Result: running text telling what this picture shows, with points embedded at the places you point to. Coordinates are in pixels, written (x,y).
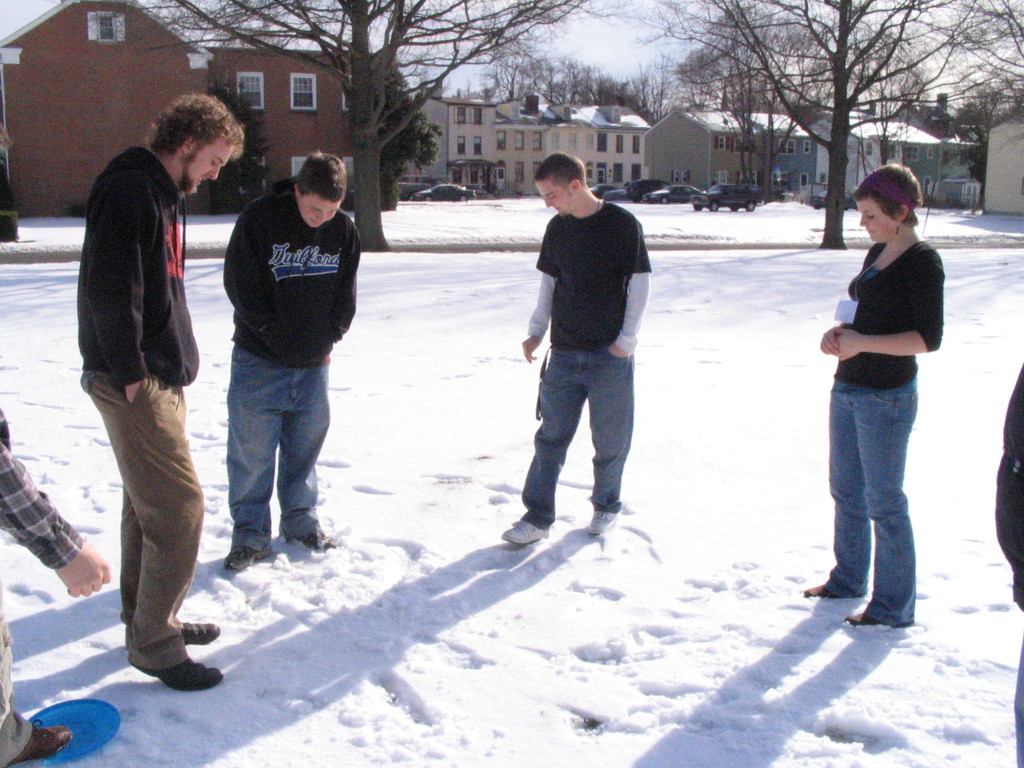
In this image few people (885,490) are standing in the foreground (898,495). In the background (624,166) there are buildings (637,163), cars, trees (770,179). This is a road (478,248). On the ground (498,343) there is snow (363,652).
